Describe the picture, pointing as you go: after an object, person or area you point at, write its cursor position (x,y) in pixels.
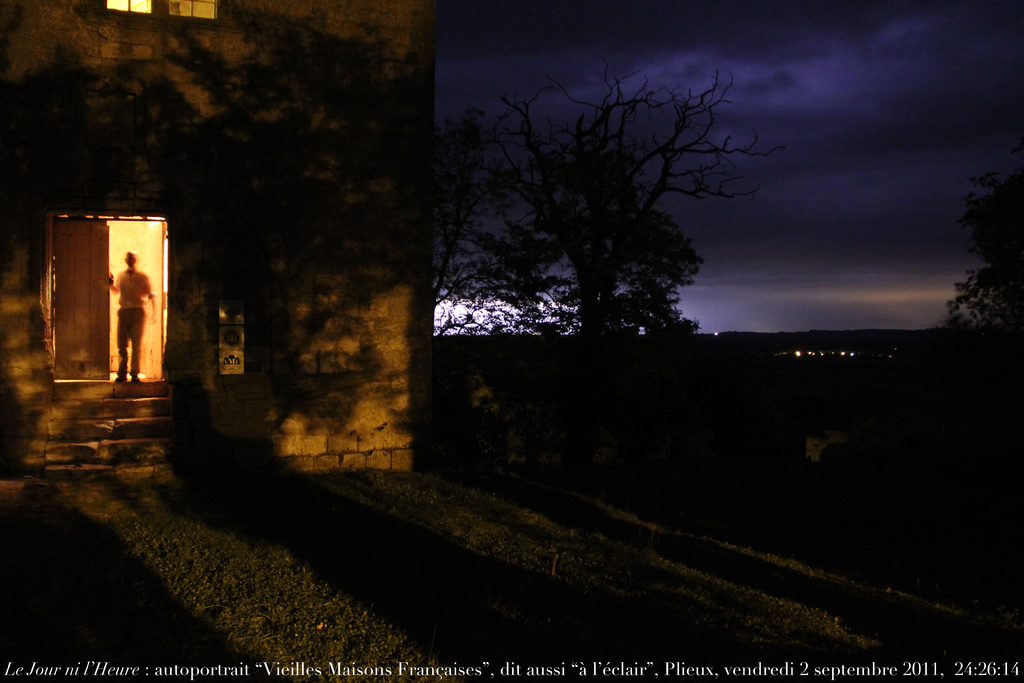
In this picture there is a building (78,164) and there is a man (135,332) standing at the door (65,301) and there is a staircase (75,418) and there are boards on the wall (227,405) and there are trees (591,145). At the top (735,146) there is sky (735,146) and there are clouds (728,127). At the bottom (555,643) there is grass (724,547) and there is text (842,672).
